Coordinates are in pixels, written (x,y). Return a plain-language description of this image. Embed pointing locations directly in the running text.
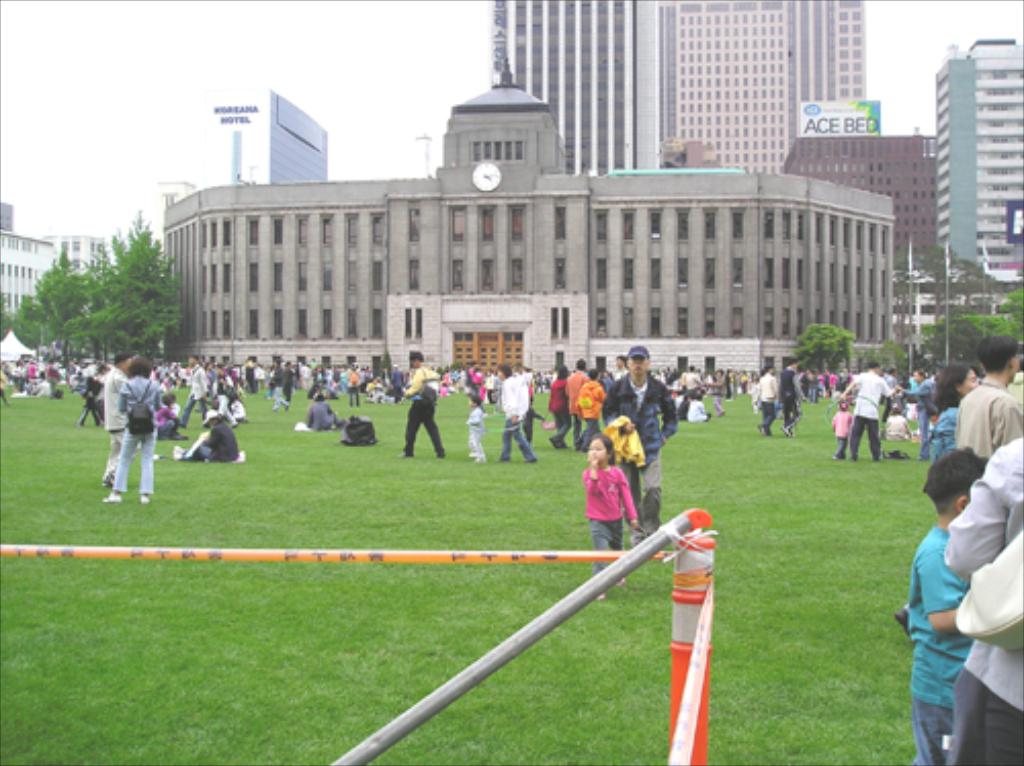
In this image in the front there is a fence (618,574). In the center (579,506) there is grass (441,488) on the ground (681,484) and there are persons (668,414) standing and walking and sitting. In the background (326,226) there are buildings (310,207), persons (344,379), trees (177,291), there is a clock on the wall (480,193) of the building (481,192) and there are boards (861,126) with some text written on it and the sky (202,44) is cloudy.
